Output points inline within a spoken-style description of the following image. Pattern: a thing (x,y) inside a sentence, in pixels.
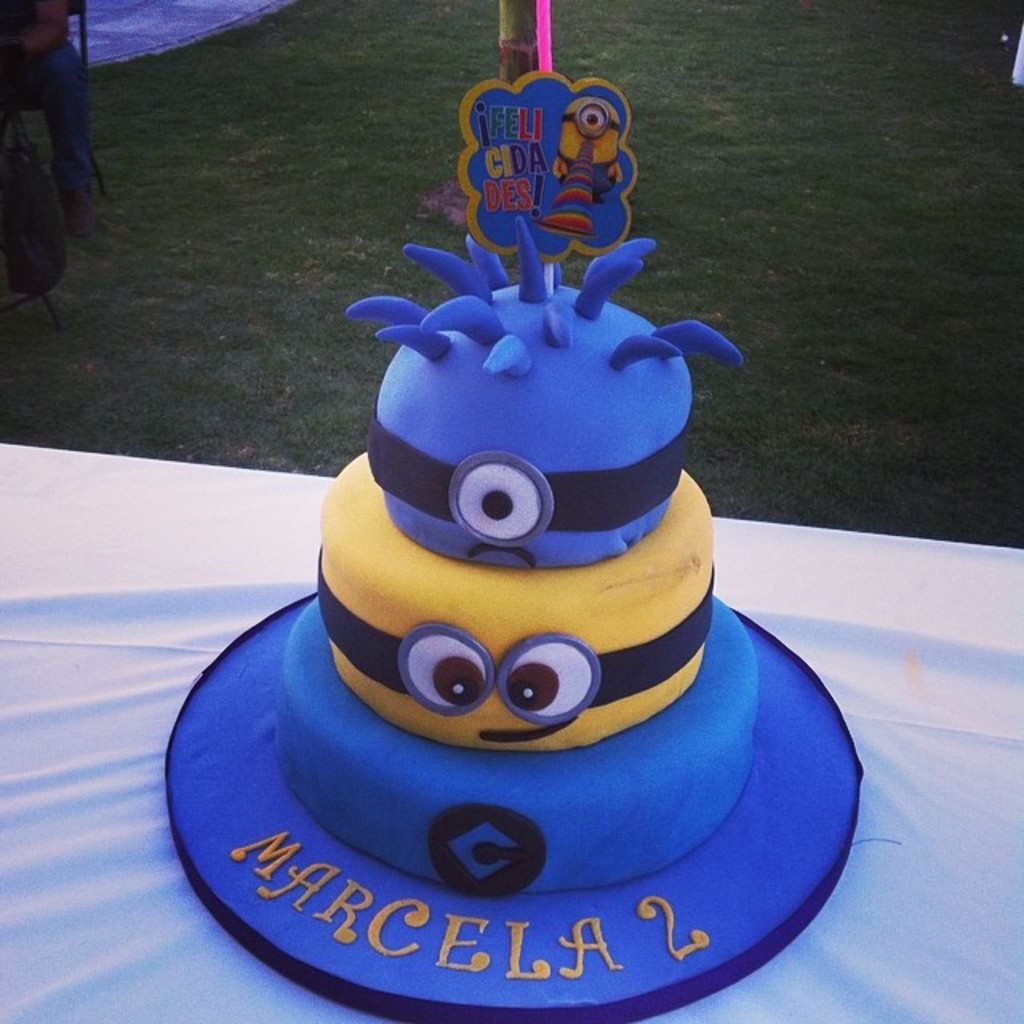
In this image I can see a white colored surface (84,657) on which I can see a cake (412,865) which is blue, black and yellow in color. In the background (26,7) I can see a person (74,222) sitting on a chair (84,60), some grass (161,108), a pole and few other objects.
